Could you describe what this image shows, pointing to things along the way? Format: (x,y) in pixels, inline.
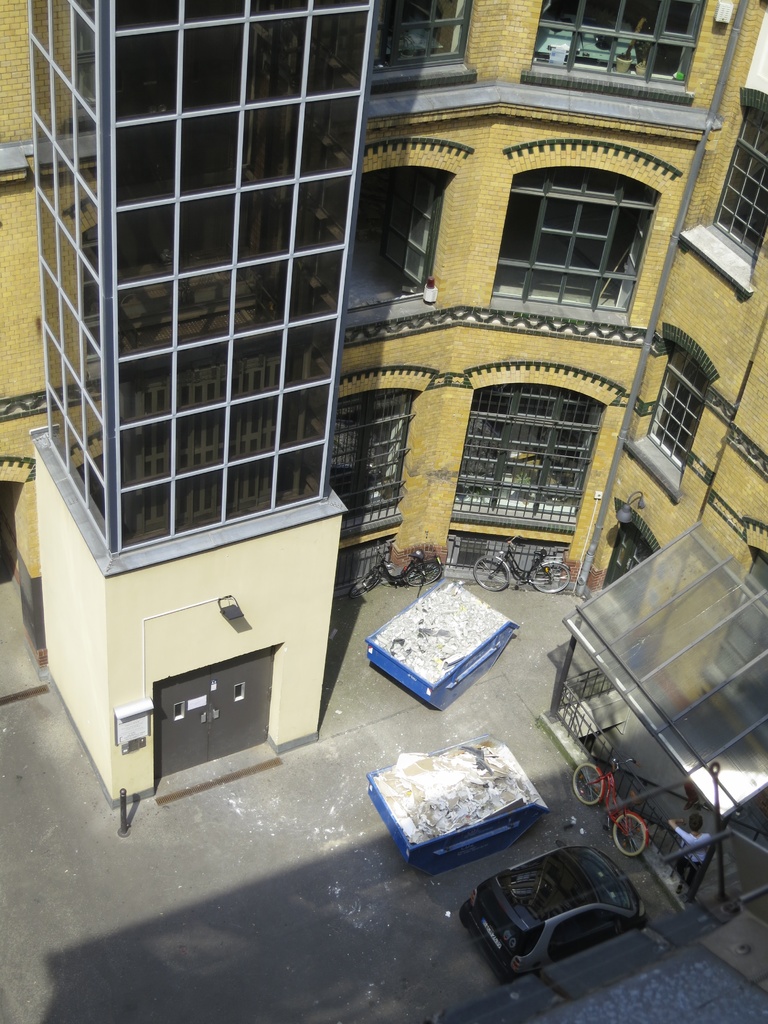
In the image there is a building (509,163) with walls (496,72), windows (557,439), glasses (525,476), arches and also there are doors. On the ground (337,692) there are few objects (424,668) and also there is a car (566,928). There are bicycles (601,805) on the ground (587,820). There is a roof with rods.
